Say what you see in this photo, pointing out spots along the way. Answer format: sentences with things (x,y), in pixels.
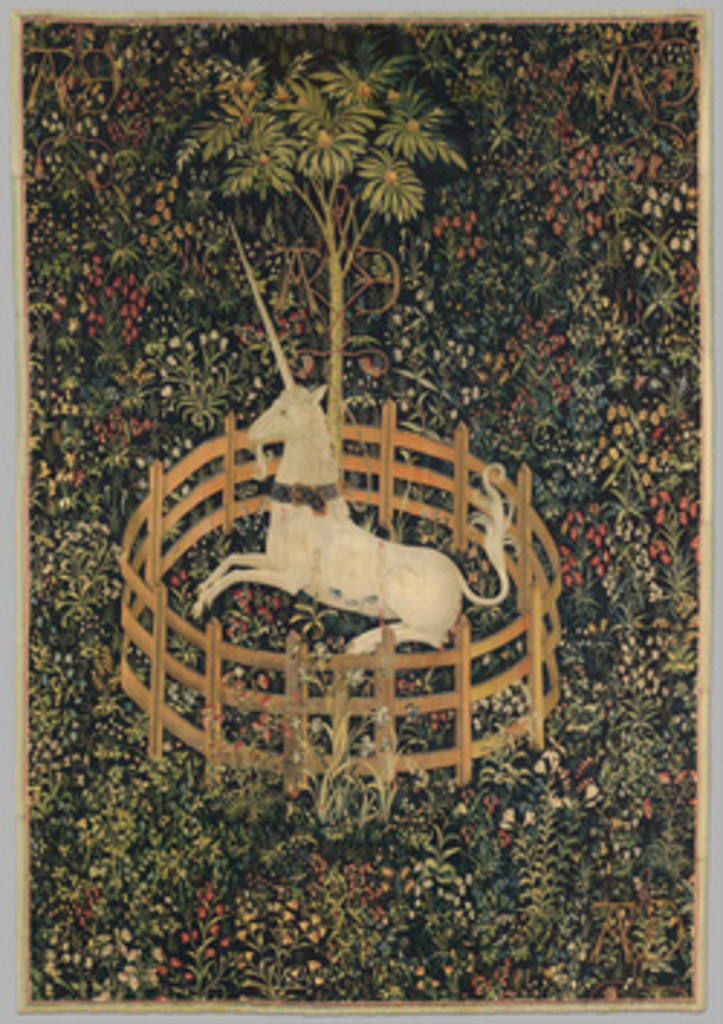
In this image we can see a photo frame (621,60) of a unicorn (343,503) in the fence (425,706) and we can see the tree (354,75).
